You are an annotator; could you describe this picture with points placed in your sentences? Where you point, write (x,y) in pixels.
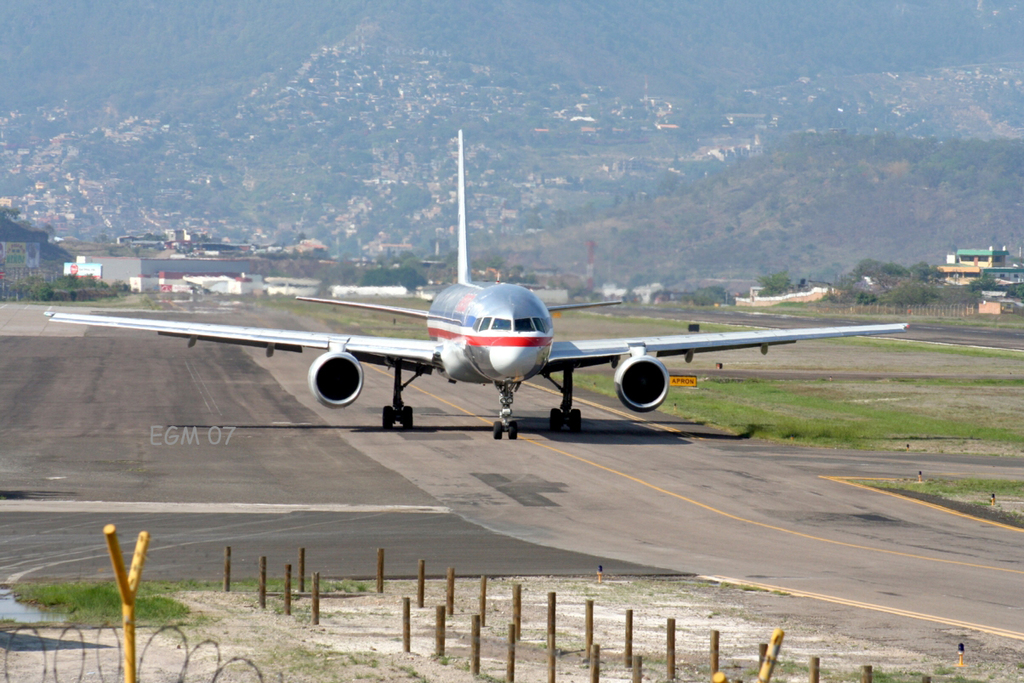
In the image we can see an airplane (507,418) on the road (322,490). Here we can see the poles (131,609), grass (844,410) and buildings (980,268). There are even trees (964,300) and the mountain (358,182).
